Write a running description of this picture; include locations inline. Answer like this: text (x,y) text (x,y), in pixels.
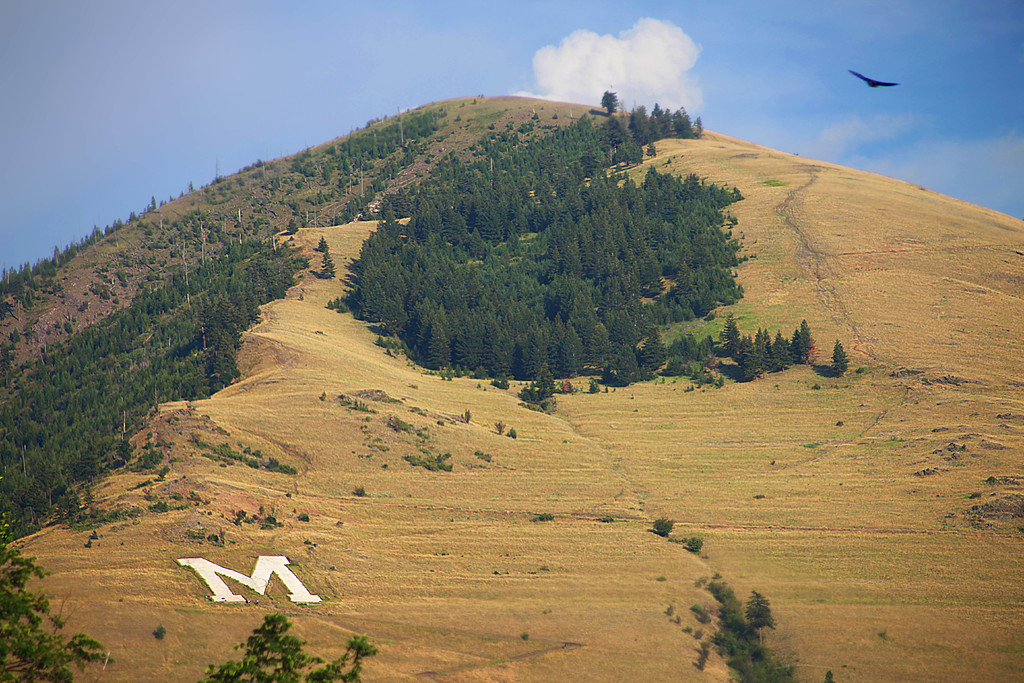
We can see alphabet (315,599) on the surface (307,631), trees (399,310), hill (314,559) and grass (342,294). In the background (907,68) we can see bird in the air (883,66) and sky (397,23) with clouds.
